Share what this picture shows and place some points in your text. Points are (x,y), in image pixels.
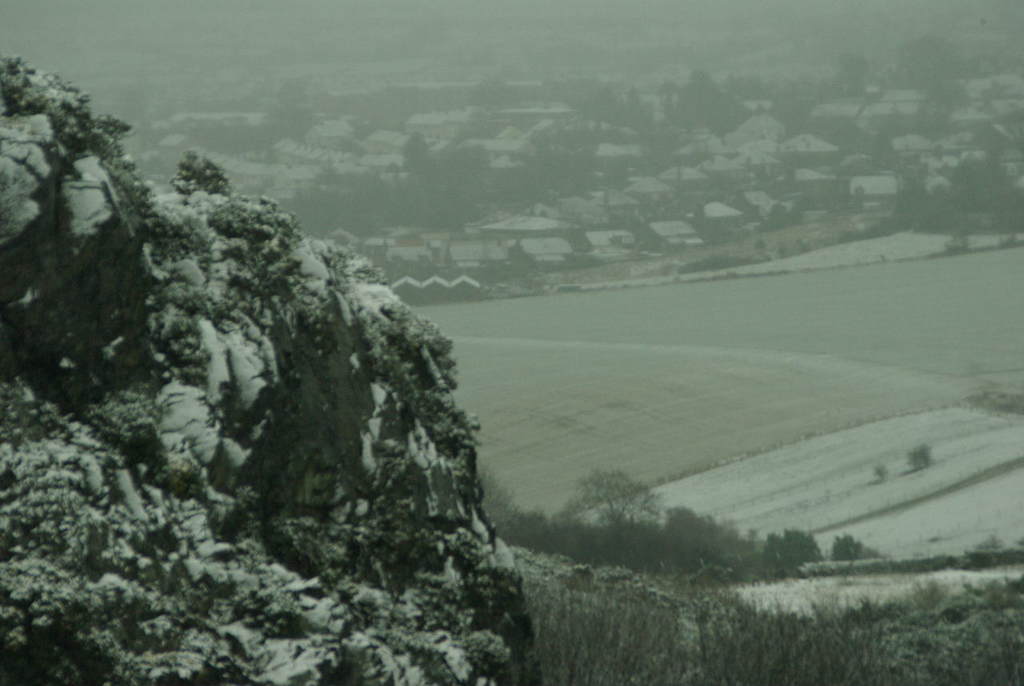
In this picture I can observe an open land (675,386) in the middle of the picture (644,362). On the left side (70,304) I can observe hill (236,419). In the background (396,246) I can observe houses (673,235). There is some snow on the hill (222,390).
